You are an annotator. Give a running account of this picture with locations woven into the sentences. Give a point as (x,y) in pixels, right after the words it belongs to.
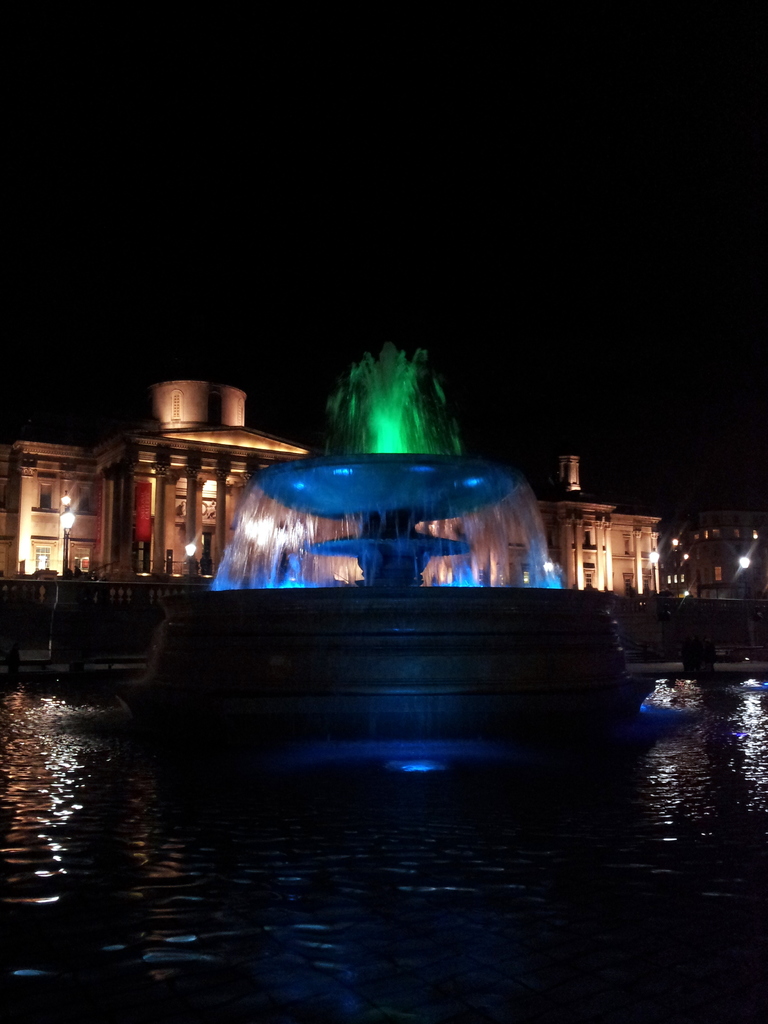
In this image there is the water (380,858). In the center (343,595) there is a fountain (405,593) in the water (679,699). Behind it there are buildings (568,534) and street light poles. At the top (289,185) it is dark.
